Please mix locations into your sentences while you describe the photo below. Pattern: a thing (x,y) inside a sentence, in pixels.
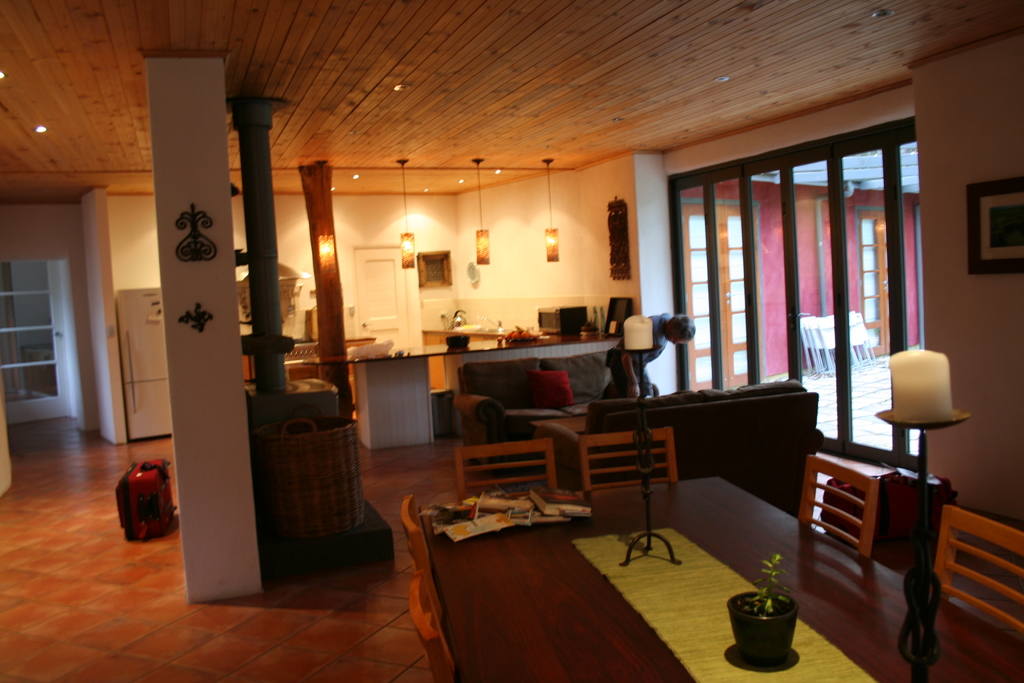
This looks like a living room (460,392). I can see a man (686,327) standing. This is a couch (651,417). This is a table (570,628) with a small flower pot (738,616), some books (511,526) and a yellow dining mat (691,624) on it. These are the empty chairs (600,467). I can see a lamp (481,223) hanging through the rooftop (471,188). This looks like a refrigerator (139,366). Here is a photo frame (971,207) attached to the wall (921,196). And this looks like a kitchen area (400,325). And here I can see a luggage bag (161,479).
